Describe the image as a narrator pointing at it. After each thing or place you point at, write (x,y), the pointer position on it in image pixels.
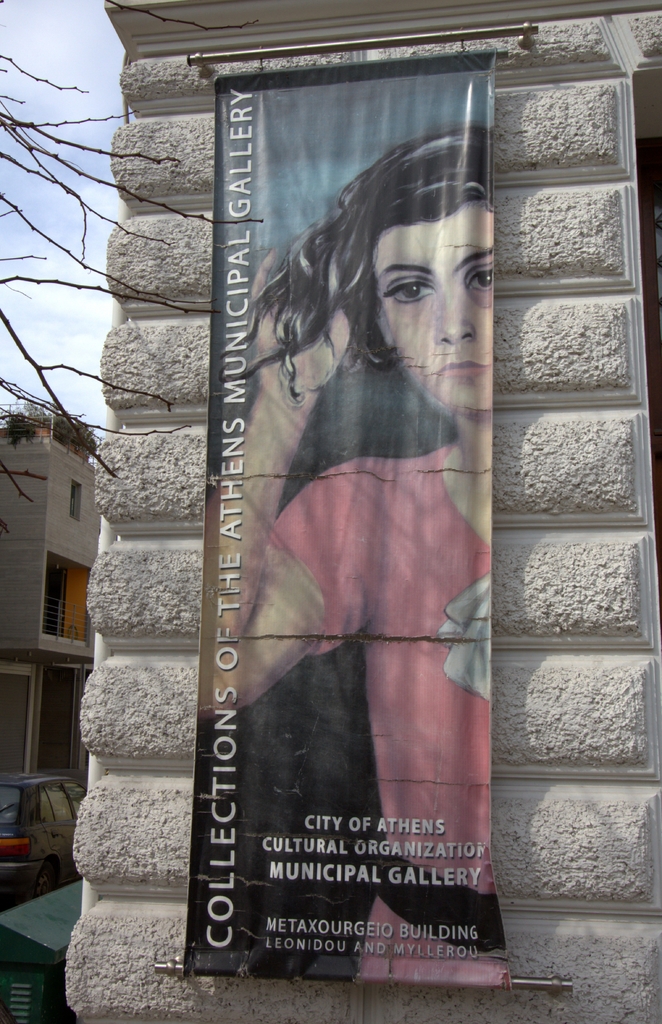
In this picture we can see a banner (320,739), behind a banner (406,418) we can see wall (542,566). On the left side of the image (32,257) we can see branches (31,278) and green object (32,927). In the background of the image (63,632) we can see a car (60,849), building (64,616) and sky (38,265).
